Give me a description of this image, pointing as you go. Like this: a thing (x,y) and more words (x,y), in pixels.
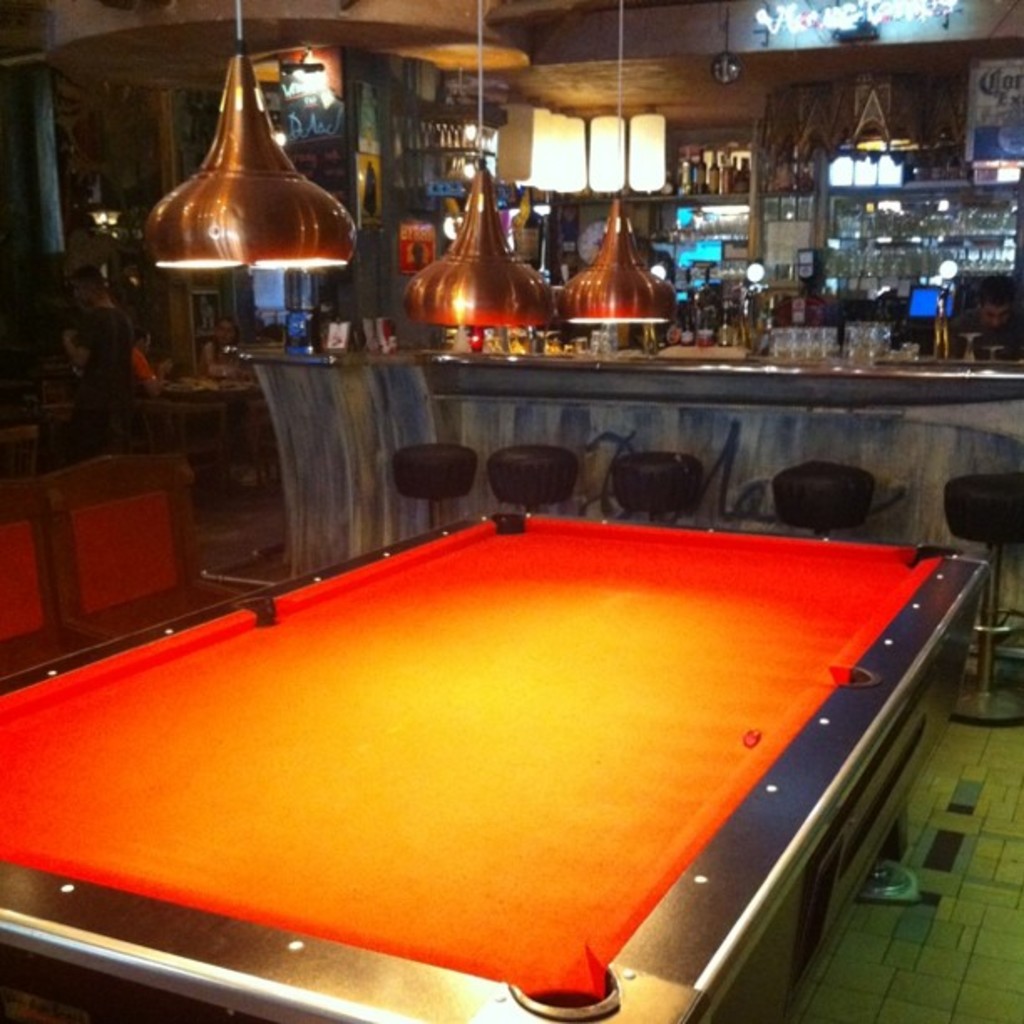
In this image there is a snooker table (257,707), at the top (466,300) there are lights (483,300), in the background (179,494) there are chairs (963,485) and a desk (887,391), behind the desk (574,380) there are shelves (942,190), in that shelves (1000,202) there are glasses (710,222) and bottles (748,178).
